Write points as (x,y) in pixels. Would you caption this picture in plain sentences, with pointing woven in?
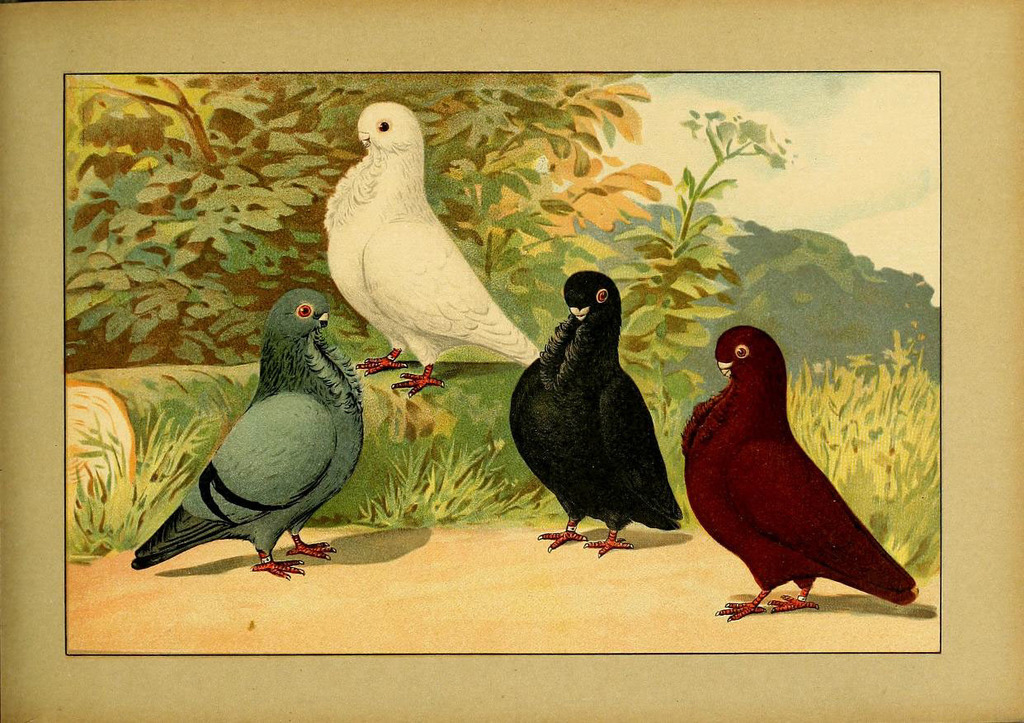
This is the picture of the painting (666,495). In this picture, we see four birds (346,267). These birds (346,267) are in green, white, black and brown color. At the bottom (528,483), we see the grass (459,491). There are trees (669,319) in the background (494,209). At the top (759,160), we see the sky (836,122).
